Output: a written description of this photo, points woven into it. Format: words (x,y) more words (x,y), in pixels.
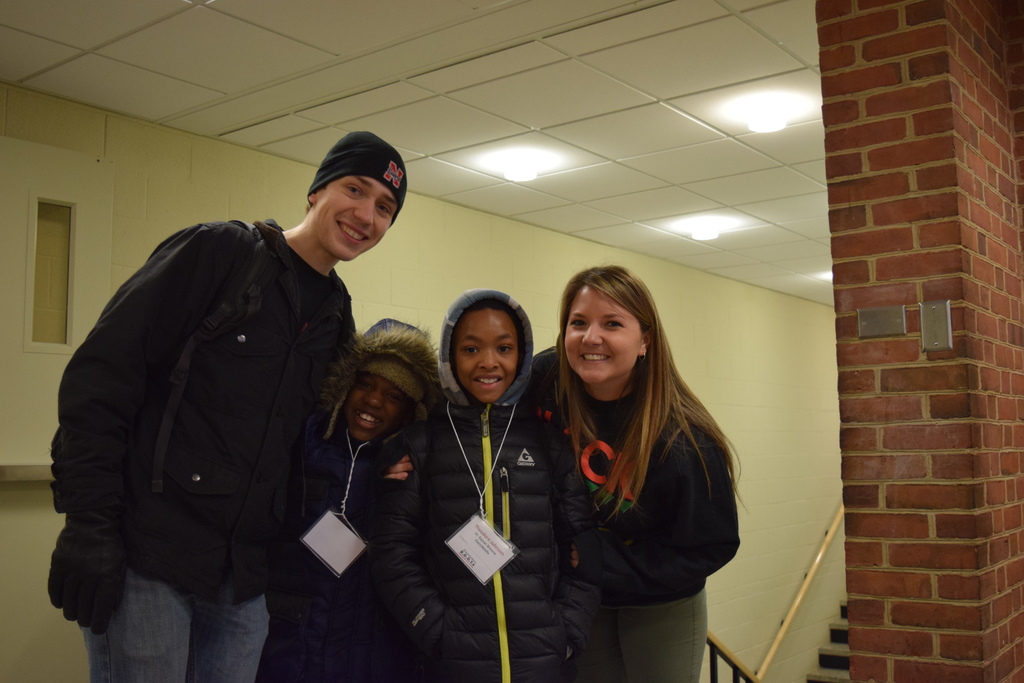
In this image we can see people (360,492) standing and smiling. In the background (544,261) there is a wall (570,258) and we can see lights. At the bottom (819,658) there are stairs (822,670).
